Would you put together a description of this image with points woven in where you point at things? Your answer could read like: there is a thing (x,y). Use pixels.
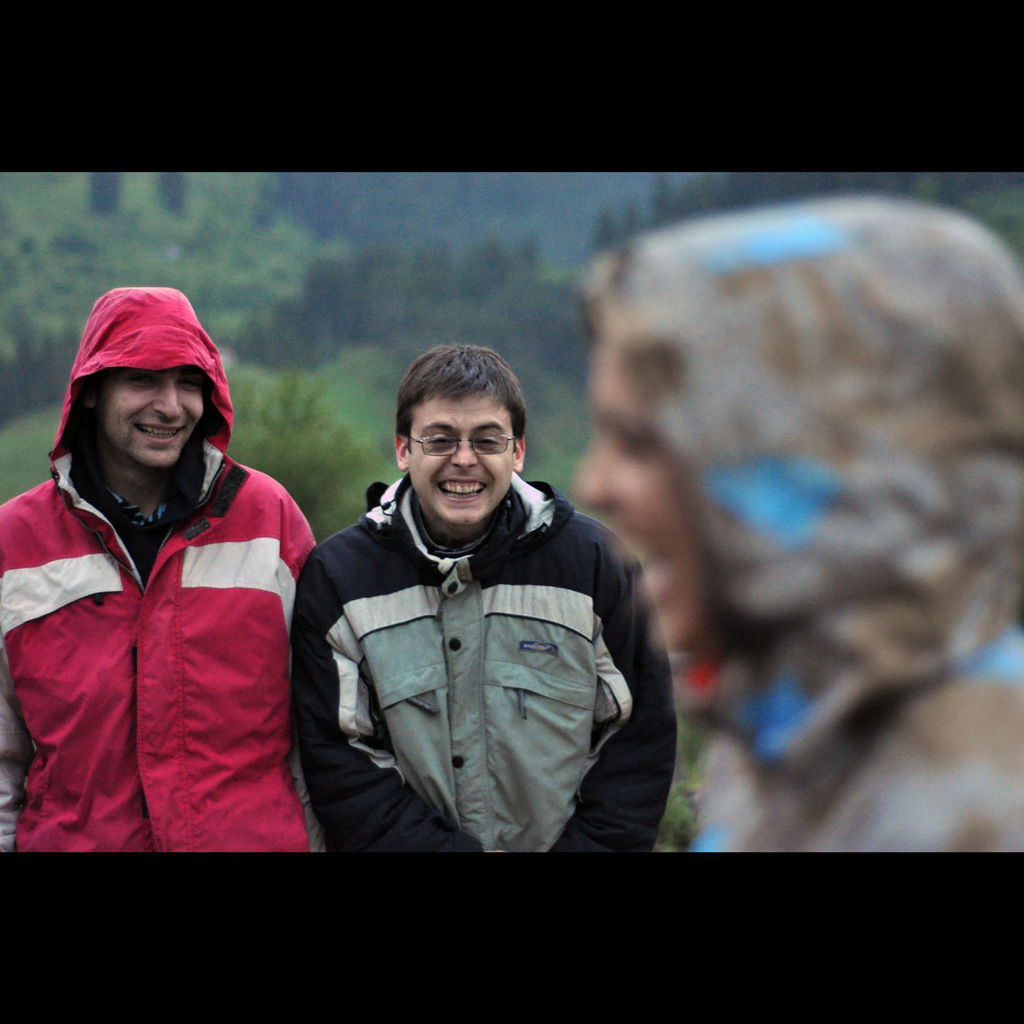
In this picture I can see 3 persons (469,502) in front (426,413) who are smiling and I see that they're also standing and the person (645,484) in the front (719,413) is blurred.
